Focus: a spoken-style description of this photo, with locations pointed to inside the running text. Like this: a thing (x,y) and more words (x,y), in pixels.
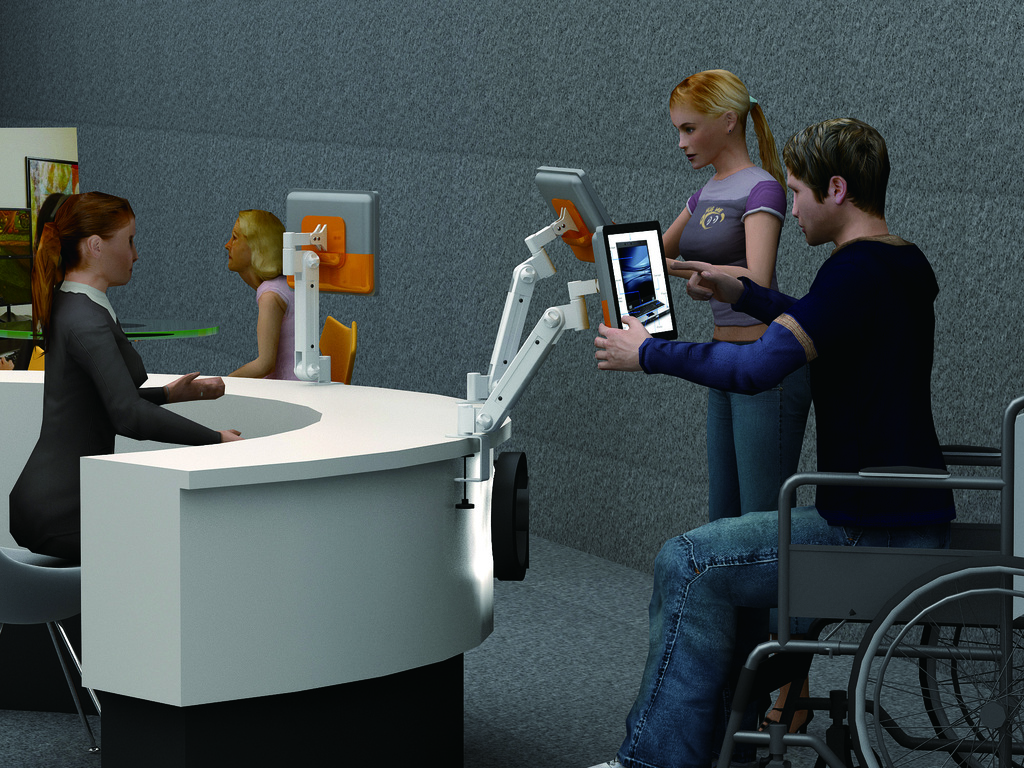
As we can in the image the picture is an animation picture where there are three women (272,269) and one man (837,258). The man (868,430) is sitting on the wheel chair (855,645) where as the two women (125,417) are sitting on the chair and another woman (741,486) is standing and she is operating the monitor (586,202). The wall (489,229) behind the people (96,363) are in ash colour.
